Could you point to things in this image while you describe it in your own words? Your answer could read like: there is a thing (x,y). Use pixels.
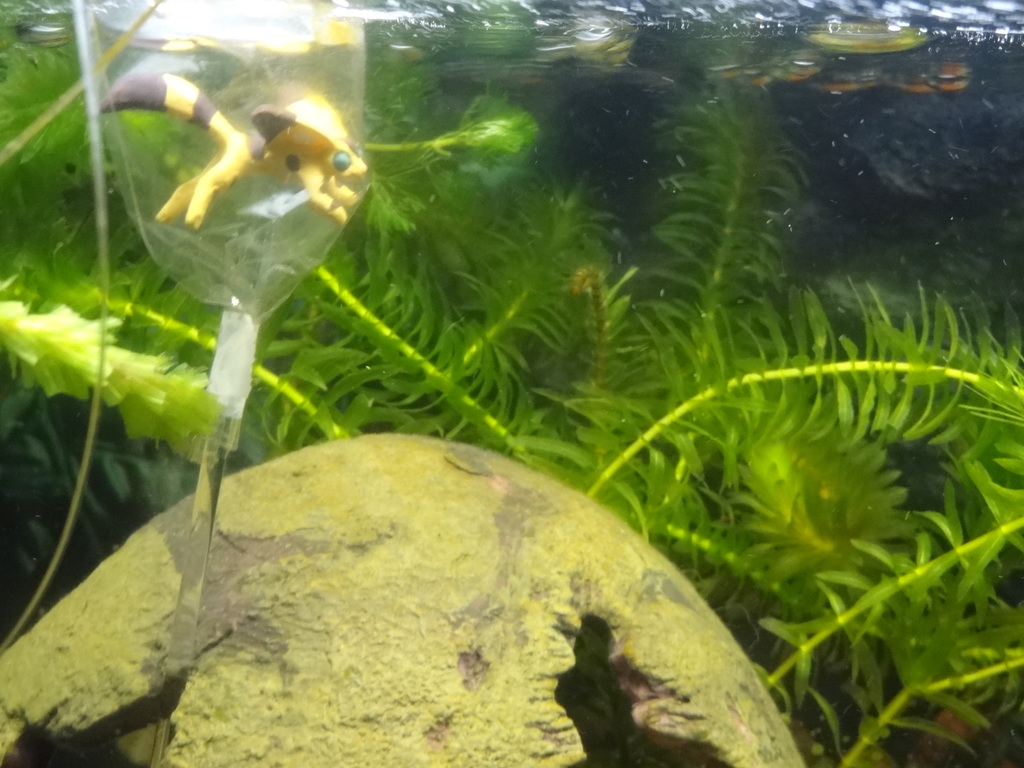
This is an image underwater. And there is one object (123,85). And there are some plants (134,354) in it.
